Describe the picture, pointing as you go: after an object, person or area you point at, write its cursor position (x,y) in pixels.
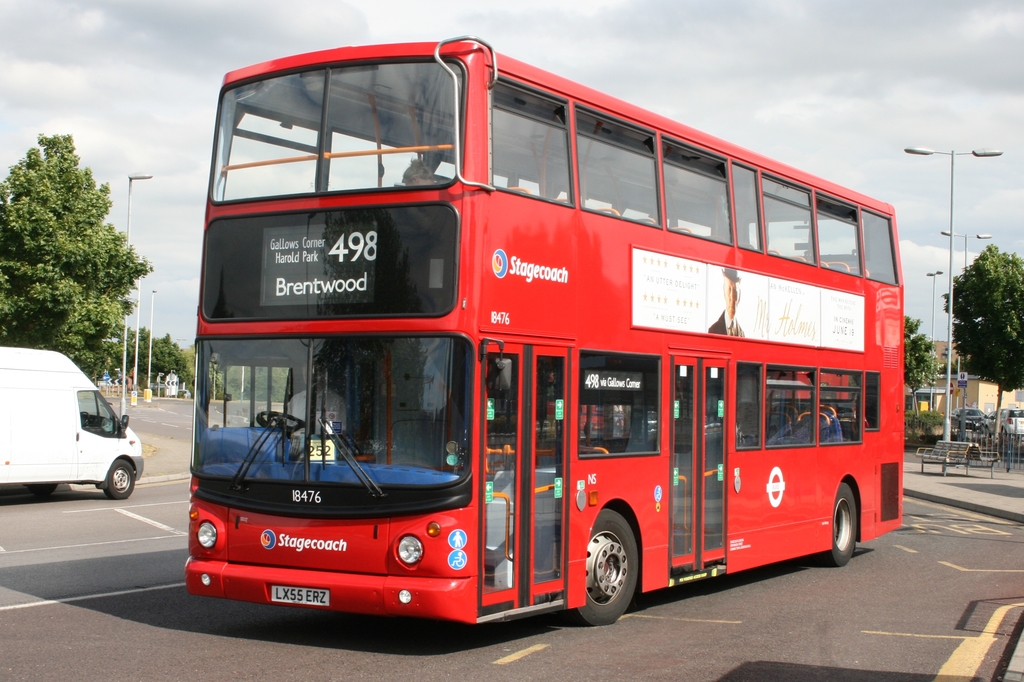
In this picture we can see a person (326,406) is sitting in a red Double Decker Bus (363,407) and the bus (446,506) is on the road (508,626). Behind the bus (665,375) there is a bench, fence (1018,439), poles (934,318) with lights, building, trees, some vehicles (1003,425) on the road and a cloudy sky (808,106).
